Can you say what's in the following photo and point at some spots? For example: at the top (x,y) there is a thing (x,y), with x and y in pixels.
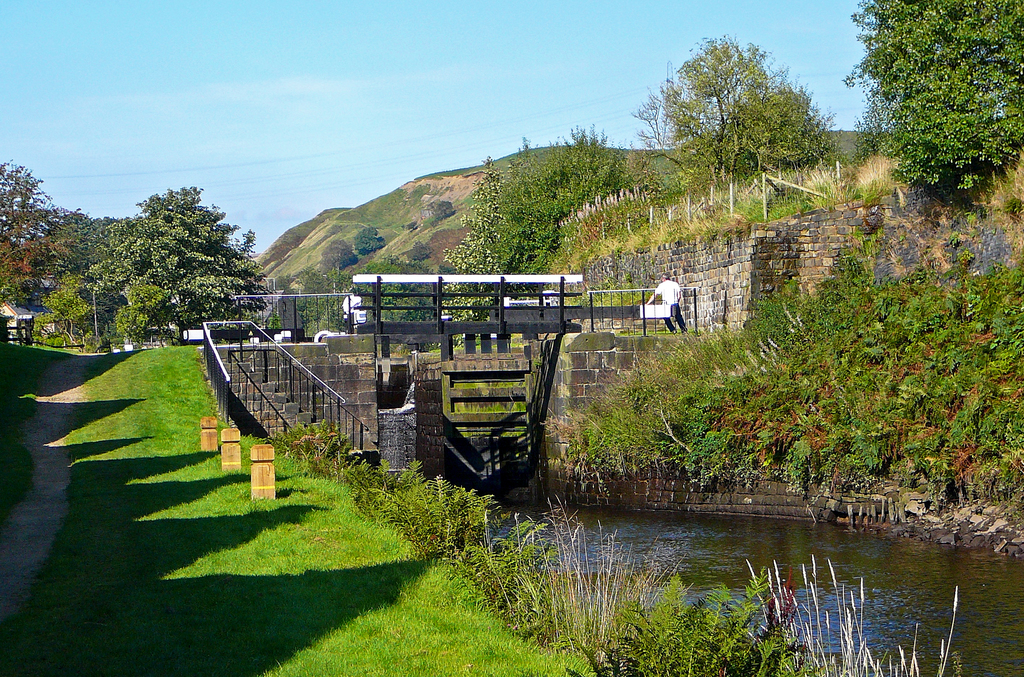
In this image I can see some grass (232,598), few wooden poles (260,463), the path (16,600), some water (698,590), few stairs (294,399), the railing (314,377), the bridge (561,286), a person (665,288) wearing white t shirt (673,289) and few trees (137,285). In the background (323,242) I can see a mountain (377,215) and the sky (343,86).
